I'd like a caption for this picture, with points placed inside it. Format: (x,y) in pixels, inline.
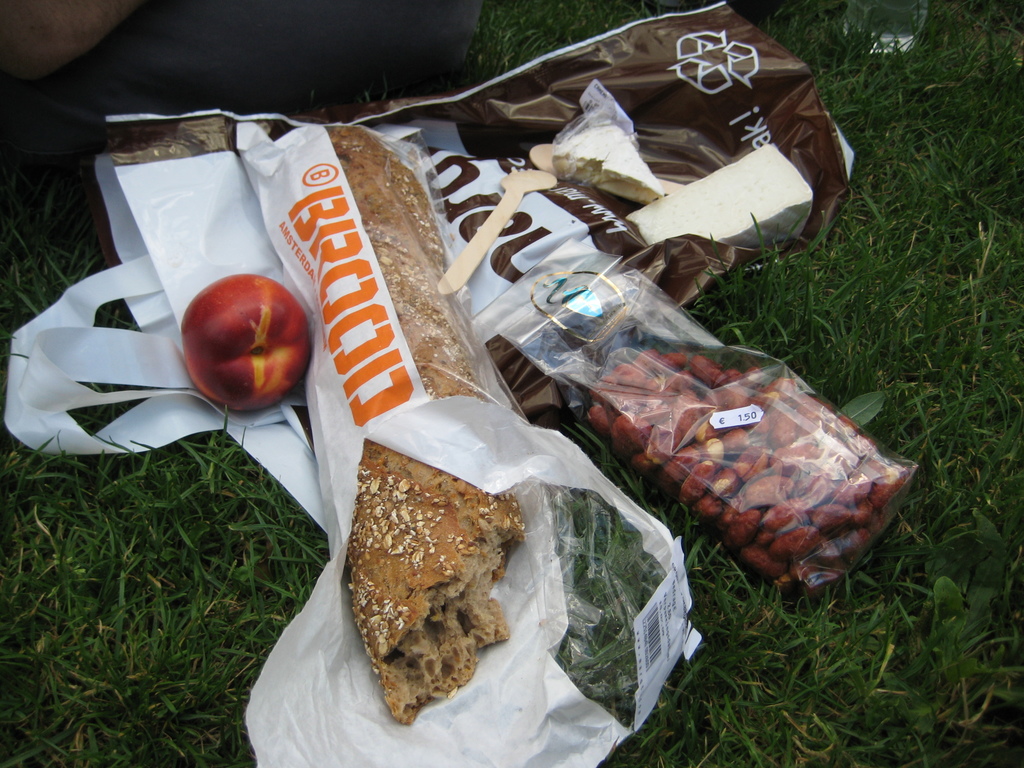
In this image I can see a food items (670,372) are packed in a plastic cover (442,327). We can see a plastic cover (229,209) which is in white and brown color. I can see red color nectarine (195,330) and spoon (511,177). Plastic cover (484,286) is on the green color grass (34,616).
